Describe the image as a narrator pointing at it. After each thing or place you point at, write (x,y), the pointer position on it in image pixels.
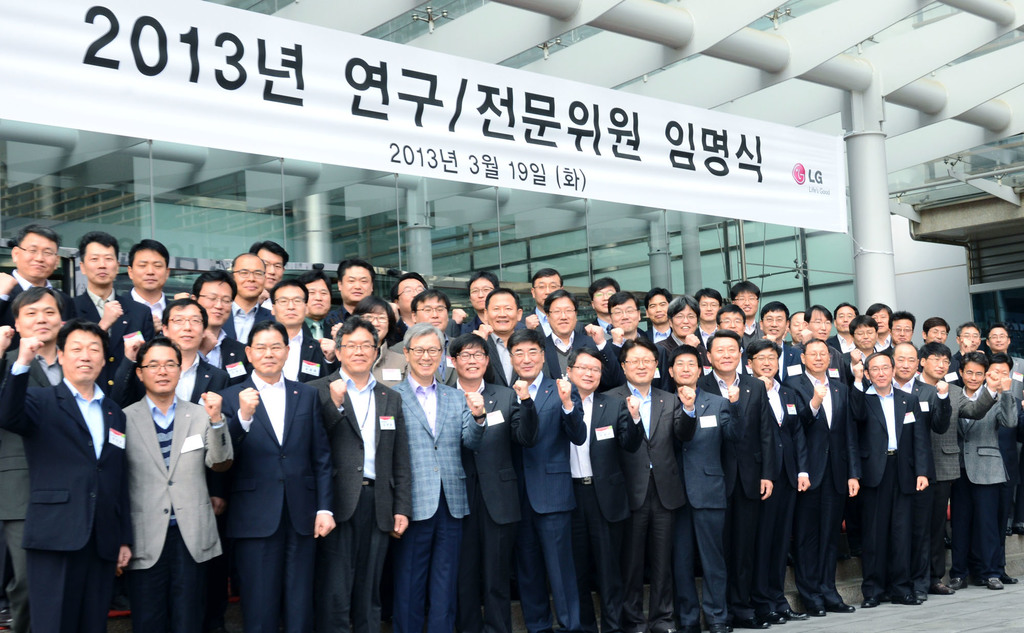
In this image we can see a group of people (999,457) standing on the floor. They are wearing a suit (595,500) and they are smiling. Here we can see the hoarding (770,194).
